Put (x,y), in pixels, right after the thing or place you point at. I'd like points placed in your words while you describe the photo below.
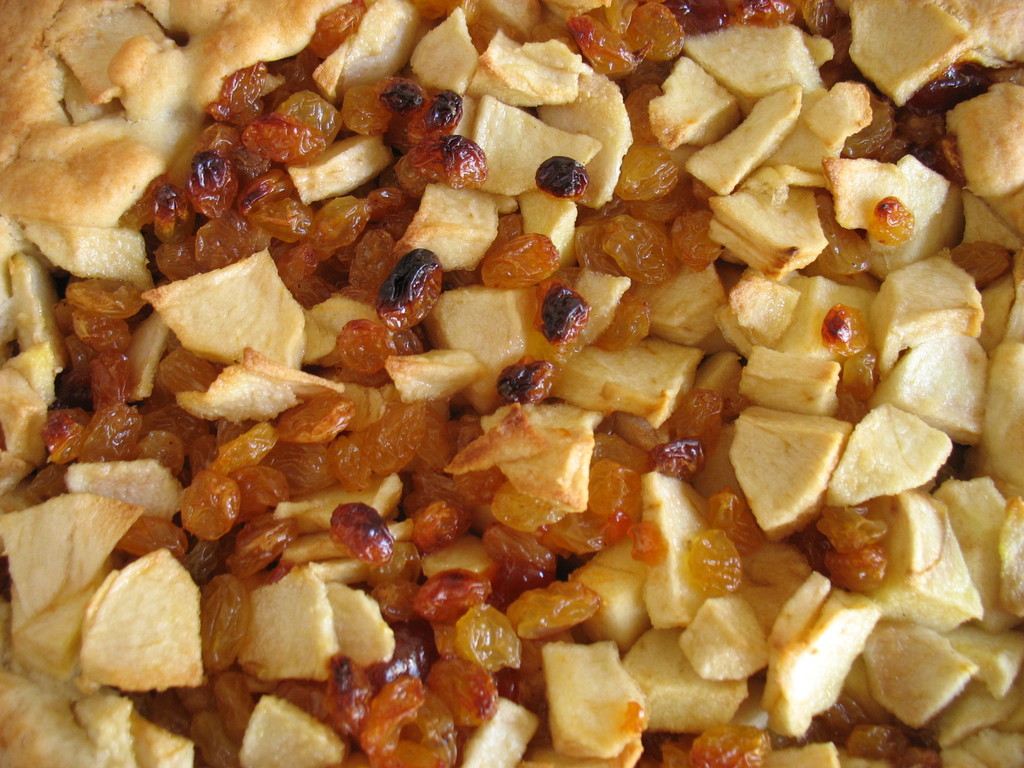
In this image I can see different types of food (497,372). I can see colour of these food (374,566) are brown and yellow.
